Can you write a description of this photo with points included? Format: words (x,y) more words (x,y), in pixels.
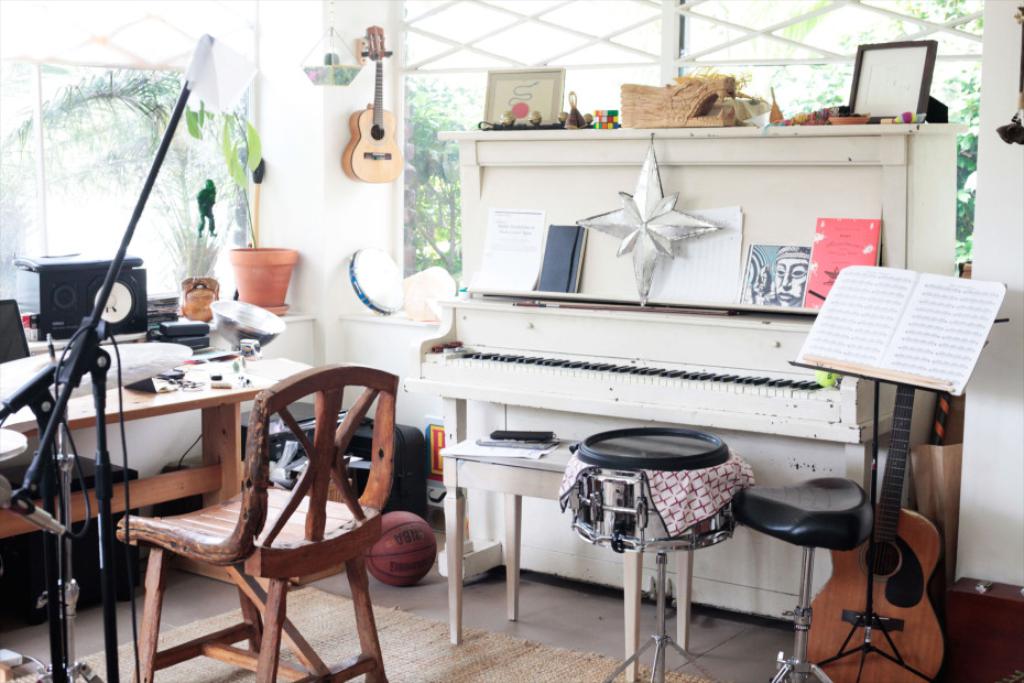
In this there is a room (540,276) where we can see a guitar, a piano (679,342), frames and some objects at the top of the piano table (702,149), few objects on the table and on the wall (152,442), few books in which one of them is on one the stands (113,276), a flower pot (272,279), there is a basketball (388,552) and black color objects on the floor (438,582), a floor mat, glass windows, outside the room (546,228) there are few trees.
